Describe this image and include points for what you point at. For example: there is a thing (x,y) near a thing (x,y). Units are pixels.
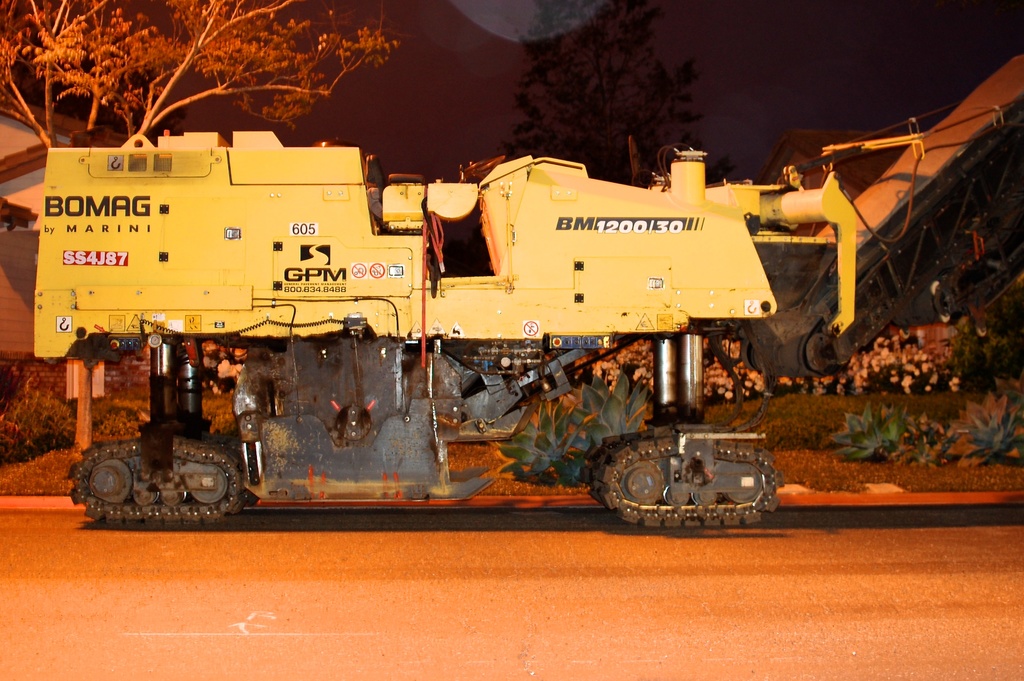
In this picture, we see a bulldozer (534,396) or a vehicle (541,333) in yellow color. At the bottom (425,615), we see the road (657,601). Behind the vehicle (630,460), we see the grass (822,418) and the plants (844,383) which have flowers (748,376). These flowers (826,380) are in white color. On the left side (88,89), we see the trees (37,120) and a building (25,224) in white color. In the background (524,115), it is black in color. This picture is clicked in the dark.
